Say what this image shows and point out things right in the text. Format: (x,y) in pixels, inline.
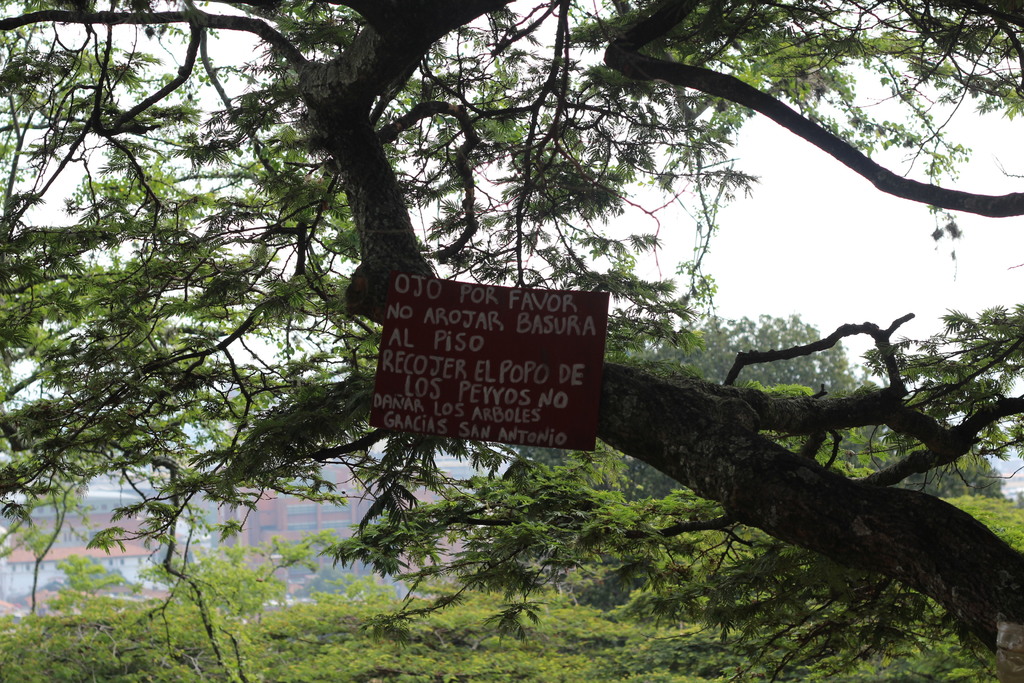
In this image there is a board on the tree (762,635) behind that there are so many trees (81,675) and building (54,566).
